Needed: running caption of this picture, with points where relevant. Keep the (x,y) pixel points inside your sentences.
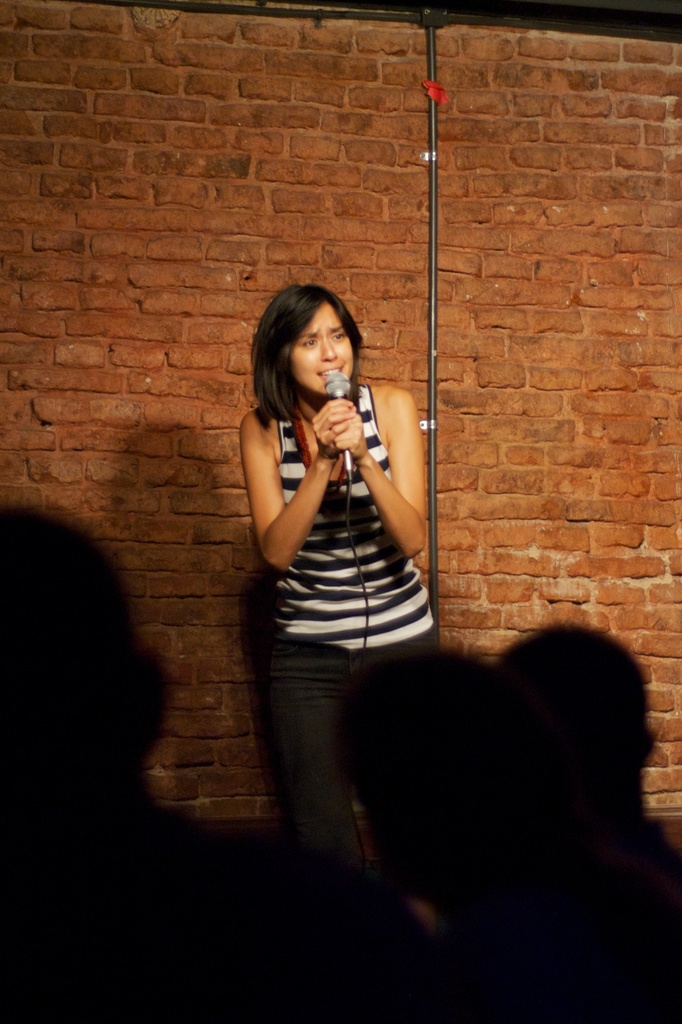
This image consists of a woman (279,510) holding a mic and singing. In the background (79,297), we can see a wall (265,204) made up of bricks (235,650). And there is a pipe (437,178) fixed to the wall (449,403). At the bottom (174,871), we can see the shadow (448,809) of the people (447,884).
